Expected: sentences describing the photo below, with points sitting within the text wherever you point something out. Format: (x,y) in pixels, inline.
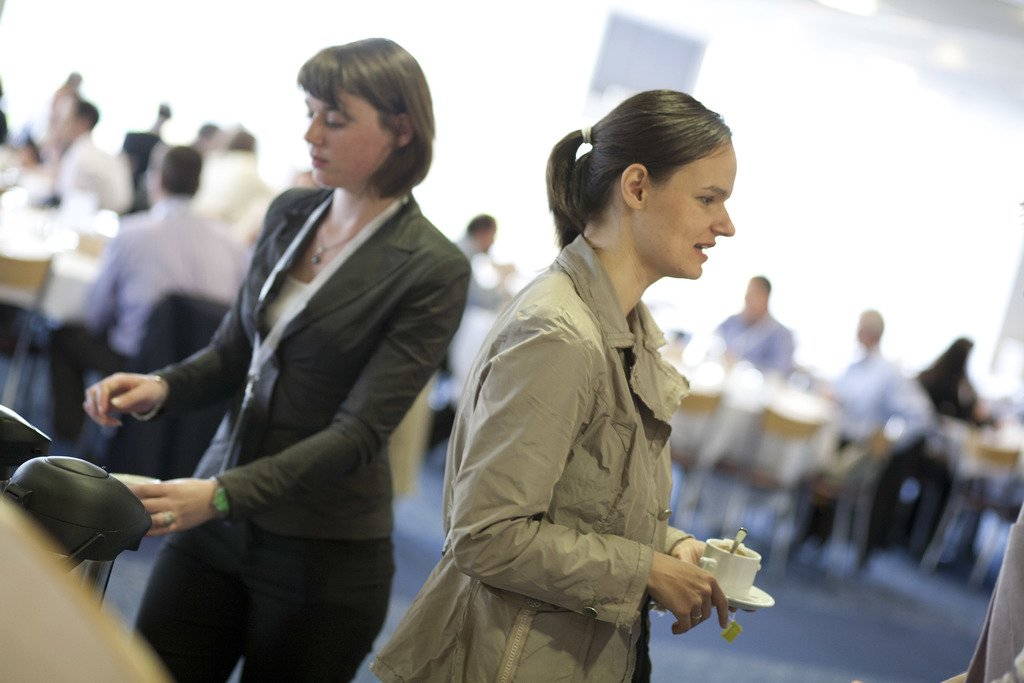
In this image I see 2 women (279,219) and I see that this woman (355,210) is wearing black dress (355,249) and this woman (566,316) is wearing brown color coat (521,401) and I see that this woman (648,251) is holding a saucer (737,603) on which there is a cup (726,561). In the background (65,329) I see number of people (23,153) who are sitting on chairs (869,492) and I see that it is blurred in the background (515,268).
